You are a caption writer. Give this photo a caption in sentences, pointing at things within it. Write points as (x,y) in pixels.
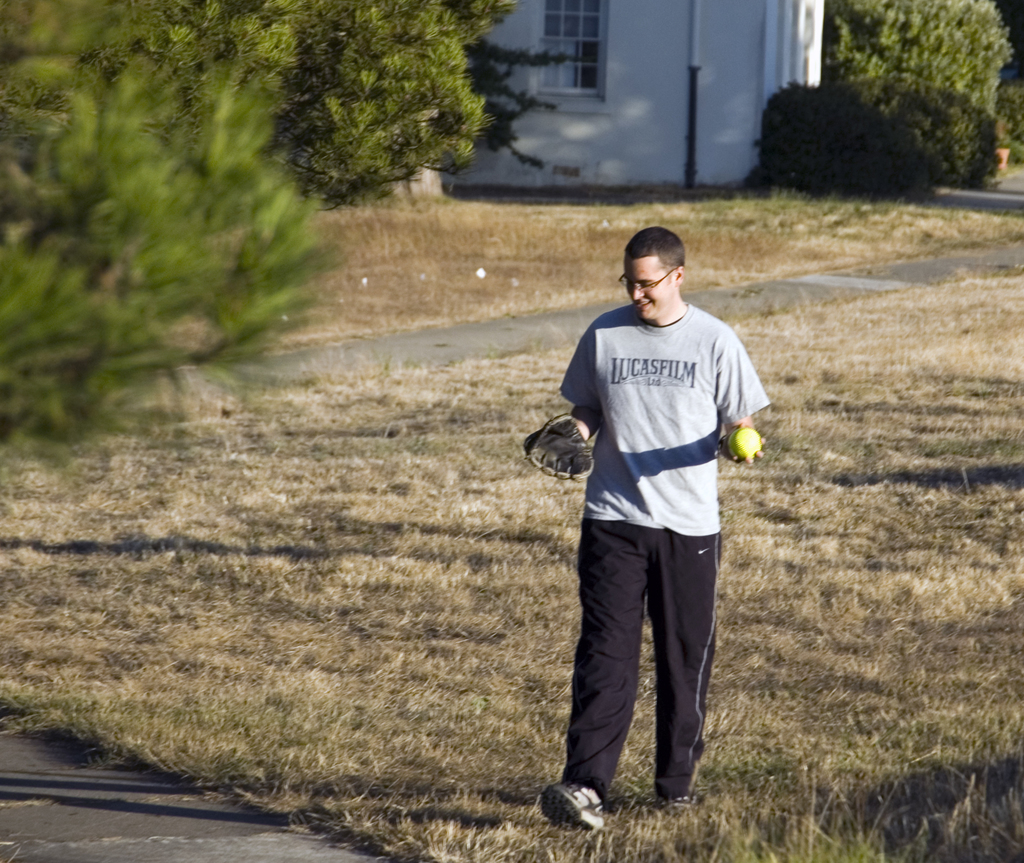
In this image there is a man (589,573) walking on the ground (765,711) by holding the ball (747,441) with one hand (723,452) and a glove (579,449) with another hand (577,434). In the background (646,90) there is a building (648,80). There are trees (834,72) around the building (693,94). On the ground (281,639) there is grass (234,674).
